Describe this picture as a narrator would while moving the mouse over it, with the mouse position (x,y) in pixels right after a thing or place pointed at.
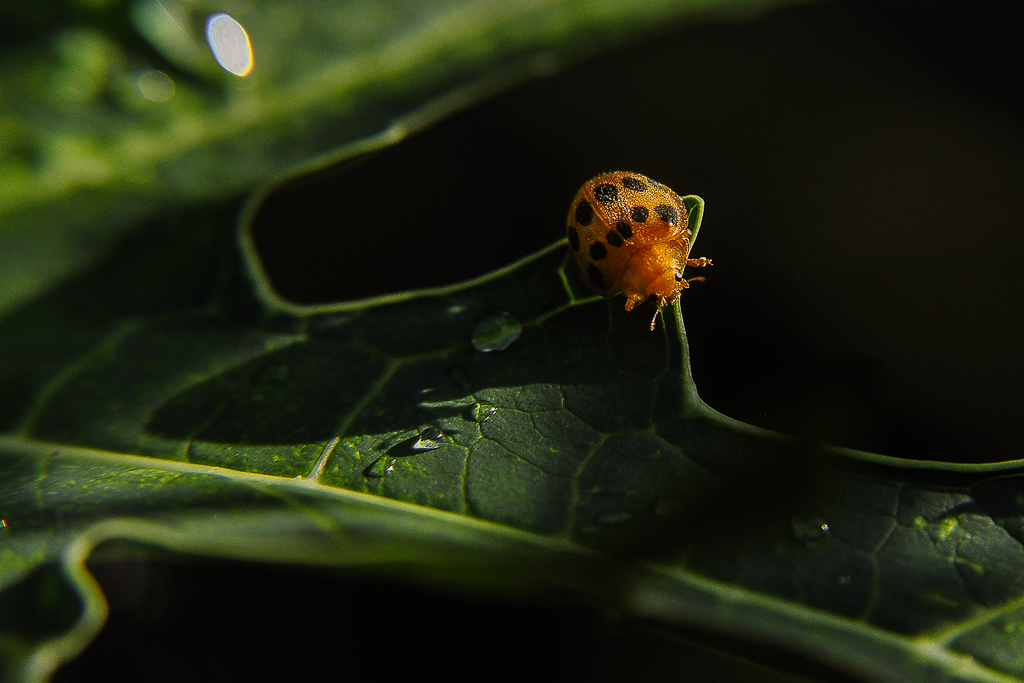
In this image we can see a bug (656,276) on the leaf (636,314).
